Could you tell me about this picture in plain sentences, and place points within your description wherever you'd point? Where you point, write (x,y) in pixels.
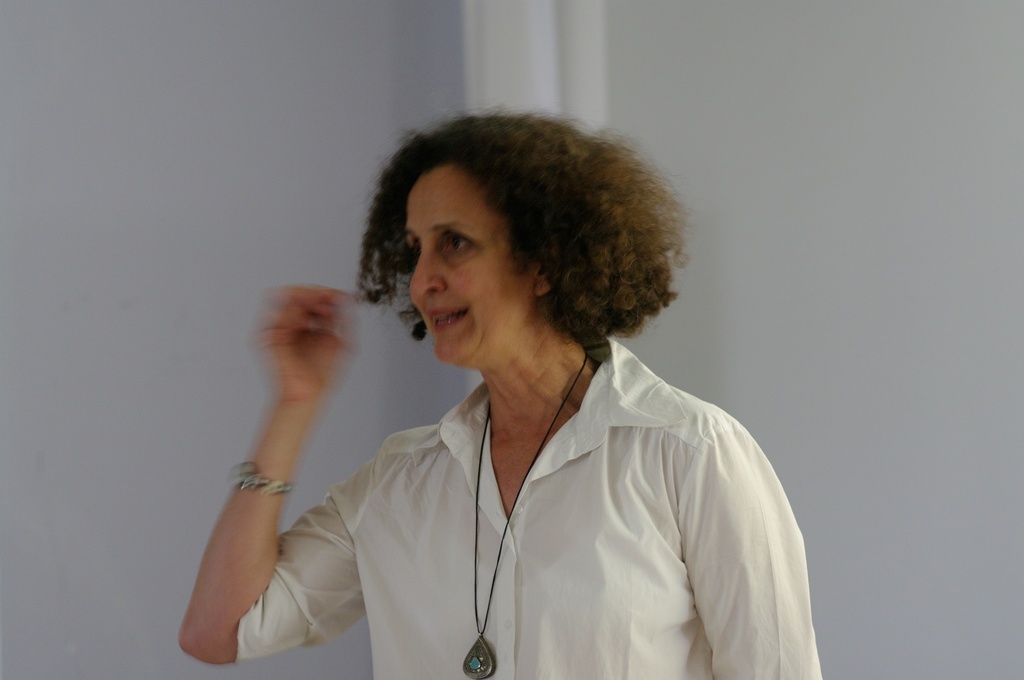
In this picture we can see a woman (430,442), she wore a white color dress (570,507).
